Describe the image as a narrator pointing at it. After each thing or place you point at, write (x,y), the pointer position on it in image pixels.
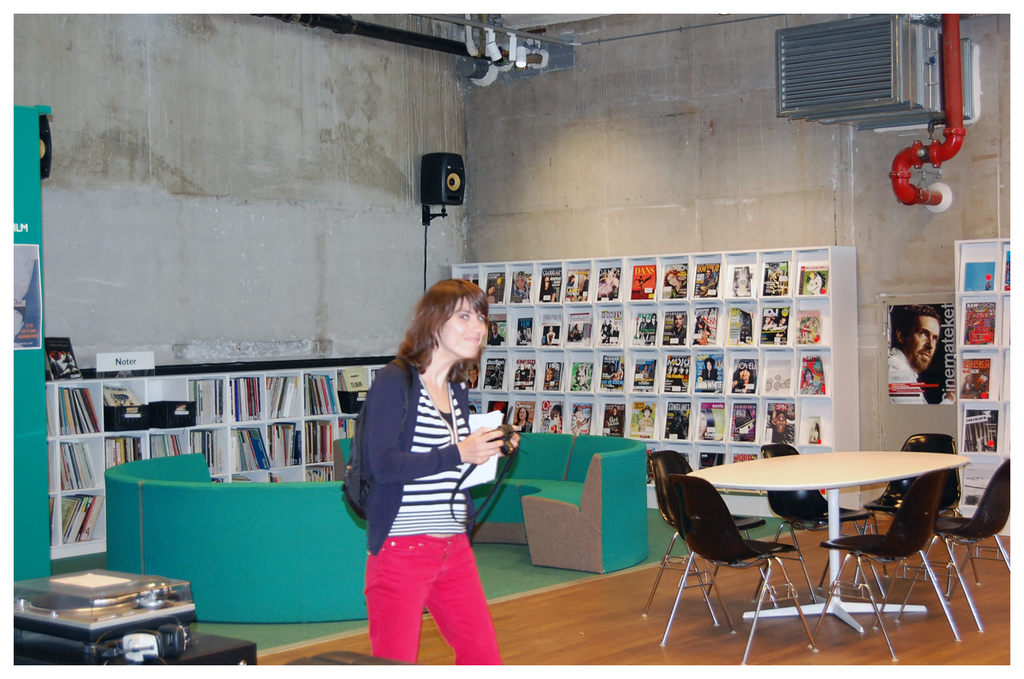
This is the picture of a woman (434,350) standing in a room (380,348) and in back ground (95,403) there are books (238,436) in racks (150,447), speaker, table (792,470), chair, couch (316,569) and a pipe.
